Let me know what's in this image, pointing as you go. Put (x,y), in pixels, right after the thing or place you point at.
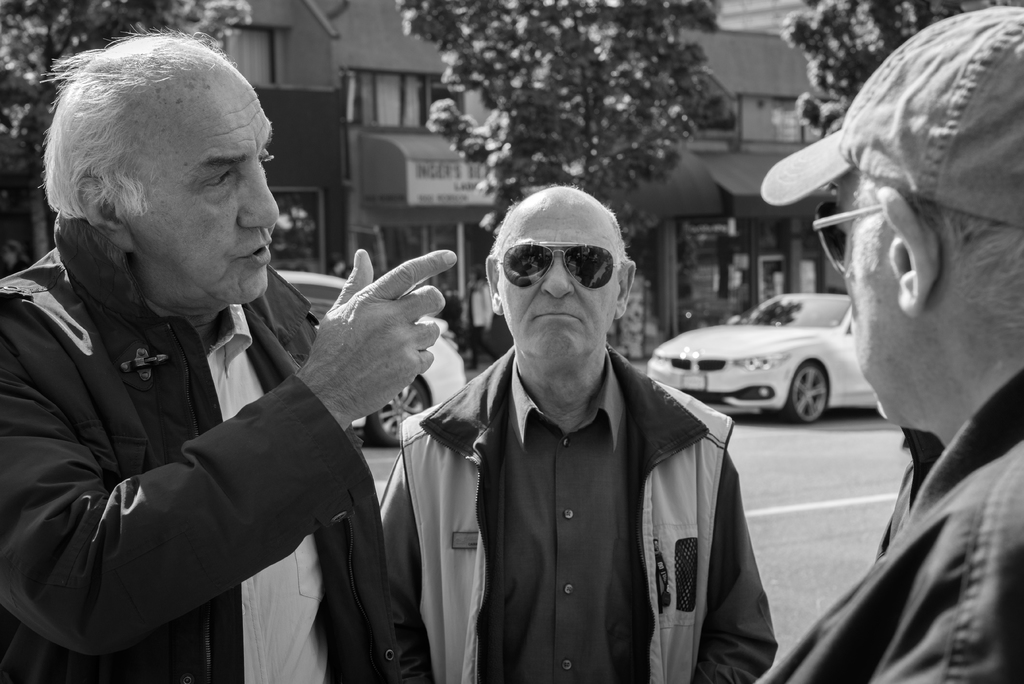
In this picture we can see two men (921,429) wore goggles (511,278) and a man (287,517) talking, cars (820,304) on the road (381,445), trees (681,108), name board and in the background (345,23) we can see buildings (764,223), windows (431,97) with curtains (371,100).
